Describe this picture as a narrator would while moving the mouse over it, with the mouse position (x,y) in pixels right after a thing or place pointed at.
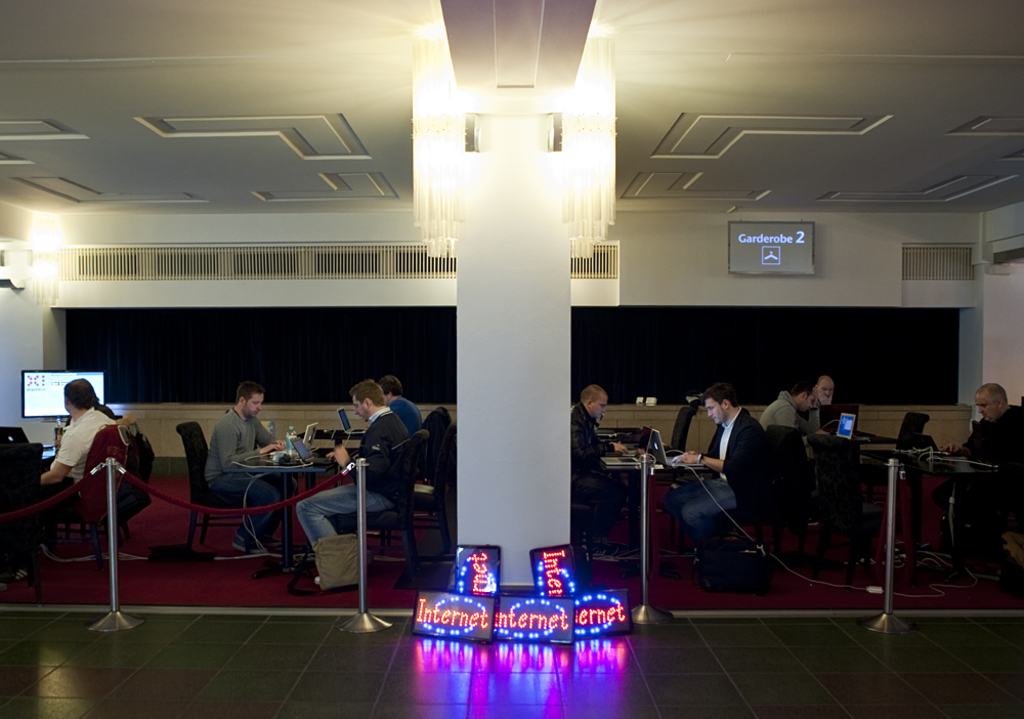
In this picture I can see light boards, there are rope barriers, lights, there are group of people (575,447) sitting on the chairs (847,472), there are laptops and some other objects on the tables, there are televisions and air vents (575,275).
